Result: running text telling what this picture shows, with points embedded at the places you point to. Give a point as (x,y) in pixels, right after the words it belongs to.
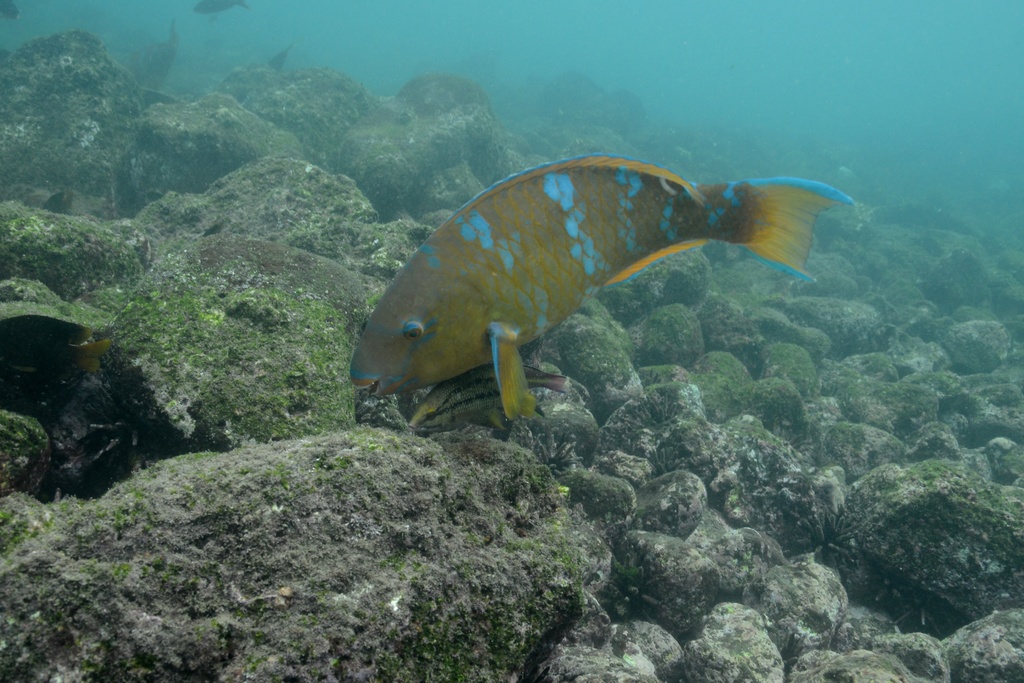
In this picture there is a fish (626,241) under the water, beside that I can see the stones (403,464). On the stones (555,514) I can see some algae (58,228).
